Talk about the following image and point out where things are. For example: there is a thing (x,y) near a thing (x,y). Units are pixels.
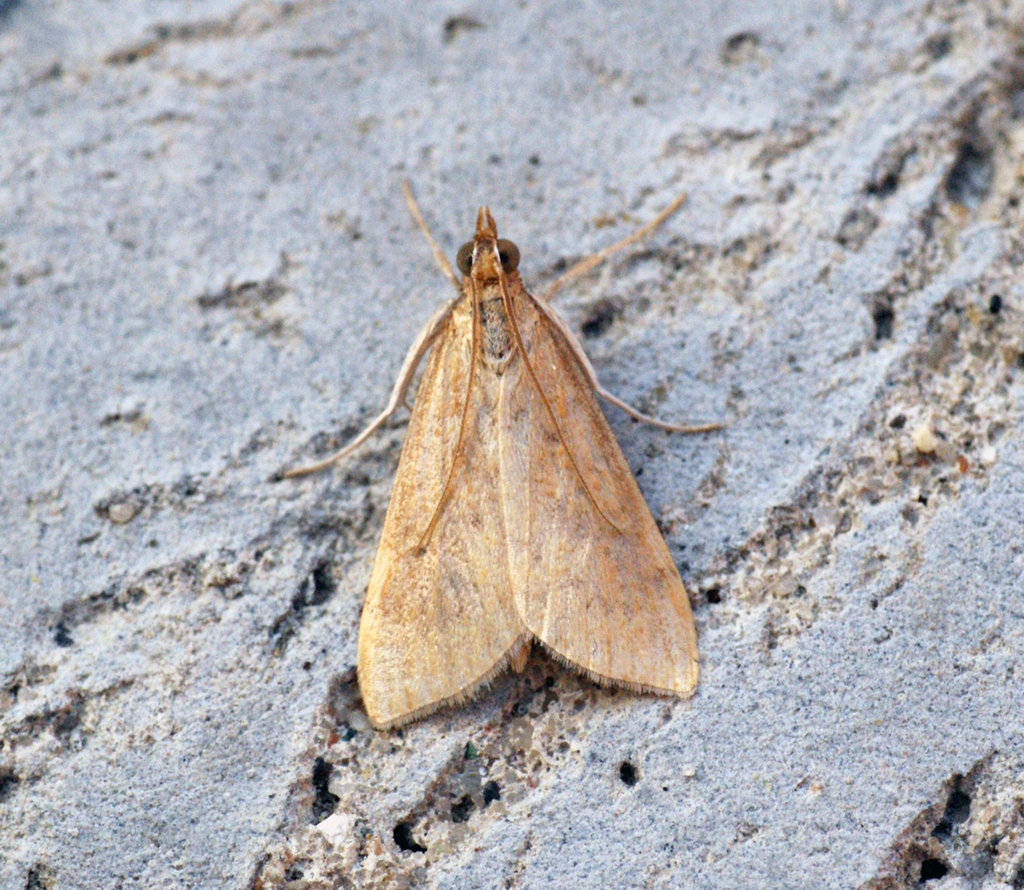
In this image there is a moth (628,534) visible may be on rock (190,173).
